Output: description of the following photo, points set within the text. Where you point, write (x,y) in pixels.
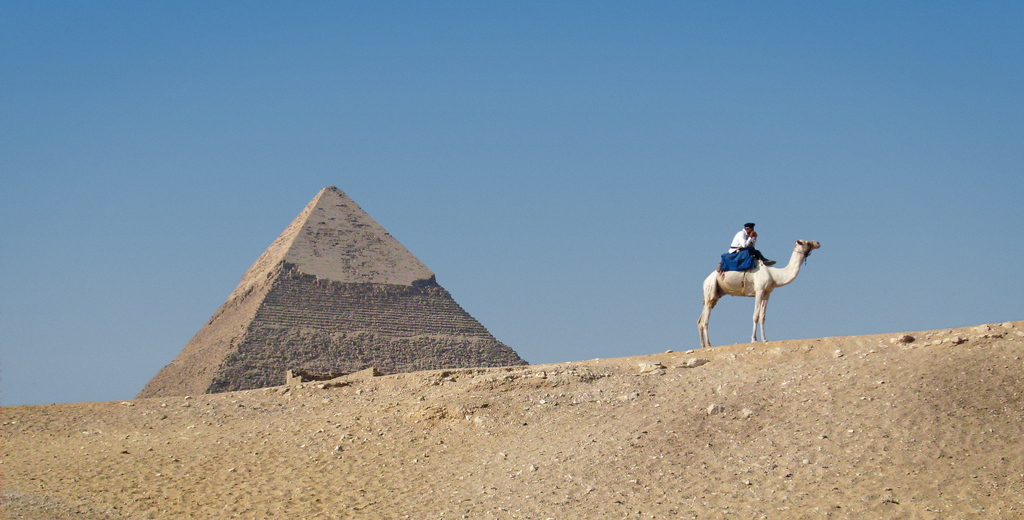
In this image we can see pyramid (262,293), a person (743,249) on camel (764,294). In the background (754,143) there is sky (575,235).
